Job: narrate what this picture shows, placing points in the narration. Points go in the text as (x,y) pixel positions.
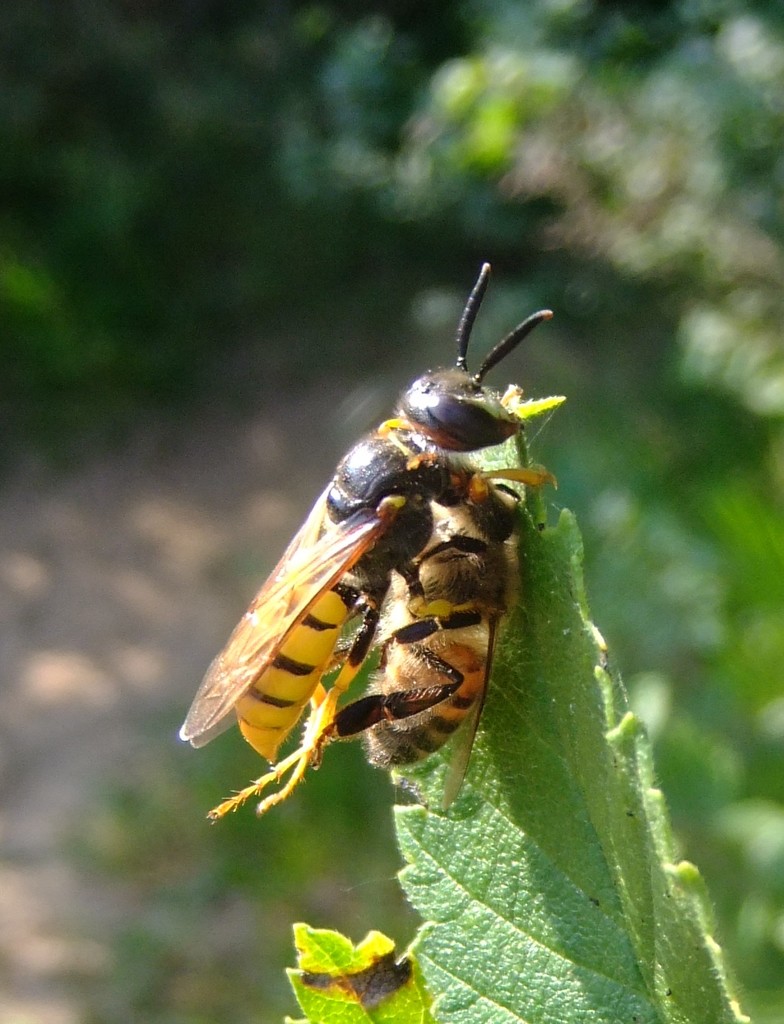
In this picture, there are two insects (467,486) on the leaf (545,830).
